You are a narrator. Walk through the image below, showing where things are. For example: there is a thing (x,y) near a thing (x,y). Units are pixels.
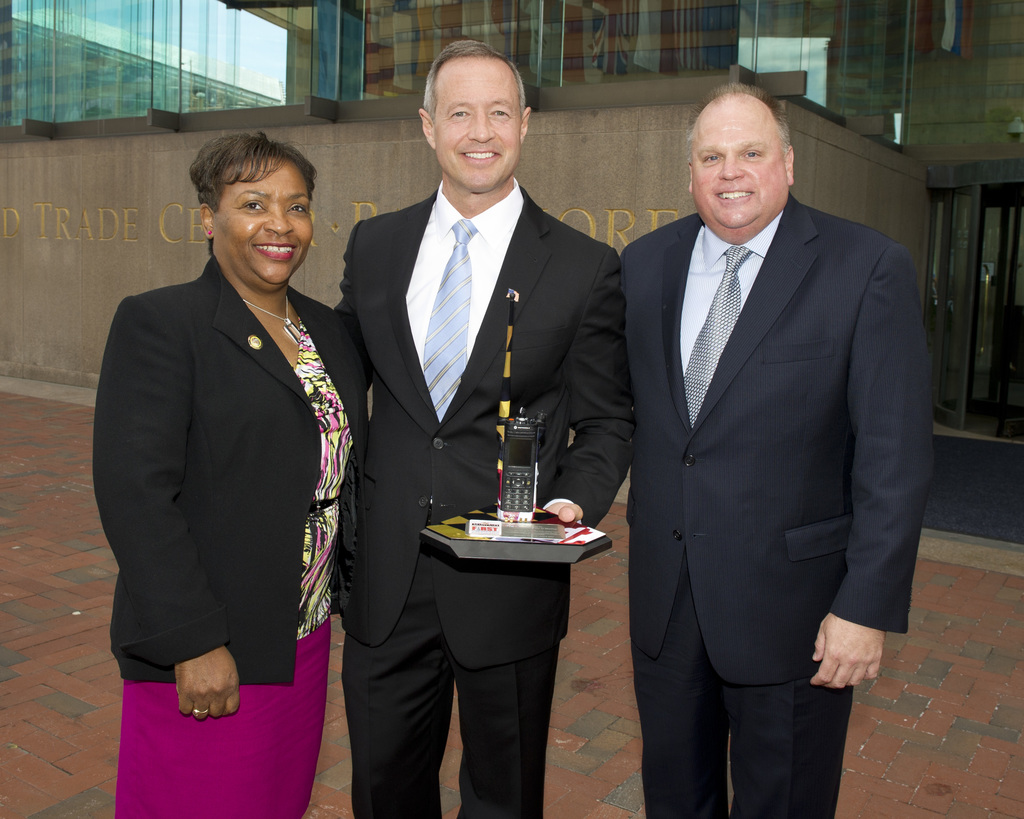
In the center of the image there are three persons (358,810) standing. In the background of the image (84,227) there is a wall (165,159).
